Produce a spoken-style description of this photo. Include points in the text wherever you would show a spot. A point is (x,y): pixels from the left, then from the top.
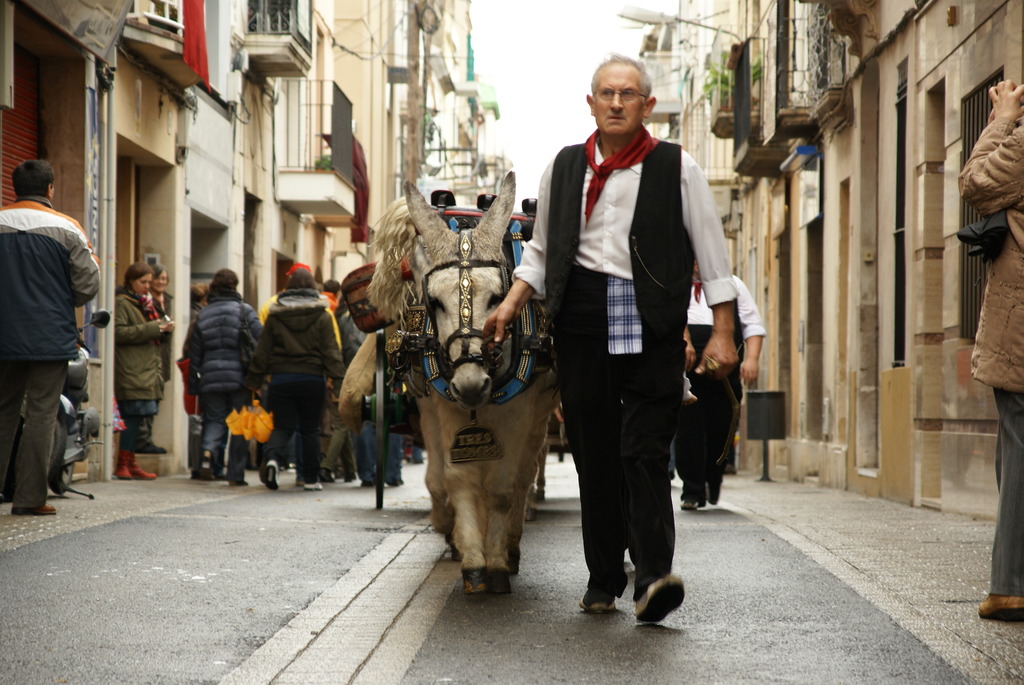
In this picture we see few buildings (68,71) and few people (152,408) walking and few are standing and a man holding a donkey (482,346) with a string (471,334) and walking and we see a cart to the donkey (456,525).
